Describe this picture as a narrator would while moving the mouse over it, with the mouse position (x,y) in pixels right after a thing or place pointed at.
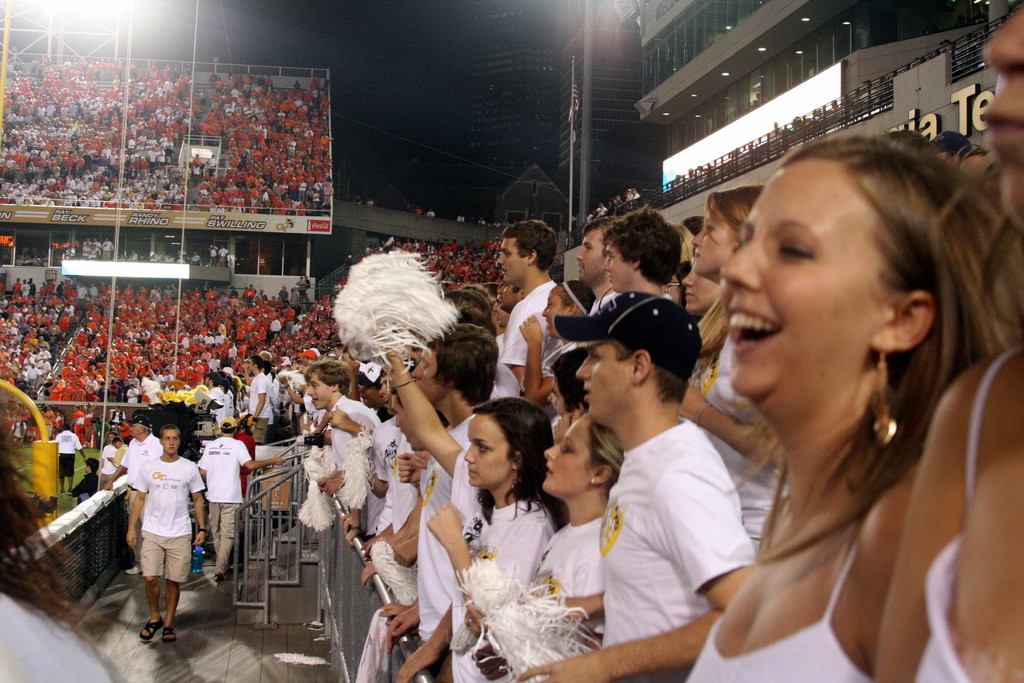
This picture is taken inside the stadium (306,677). In this image, we can see a group of people (340,425) sitting on the chair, few people (455,487) are standing and few people (138,429) are walking. On the left side (124,439), we can also see a group of people (104,477), yellow color pole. On the right side (821,81), we can see a screen (782,122), board (962,117), lights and a pole (581,199). In the background (474,152), we can also see black color.
